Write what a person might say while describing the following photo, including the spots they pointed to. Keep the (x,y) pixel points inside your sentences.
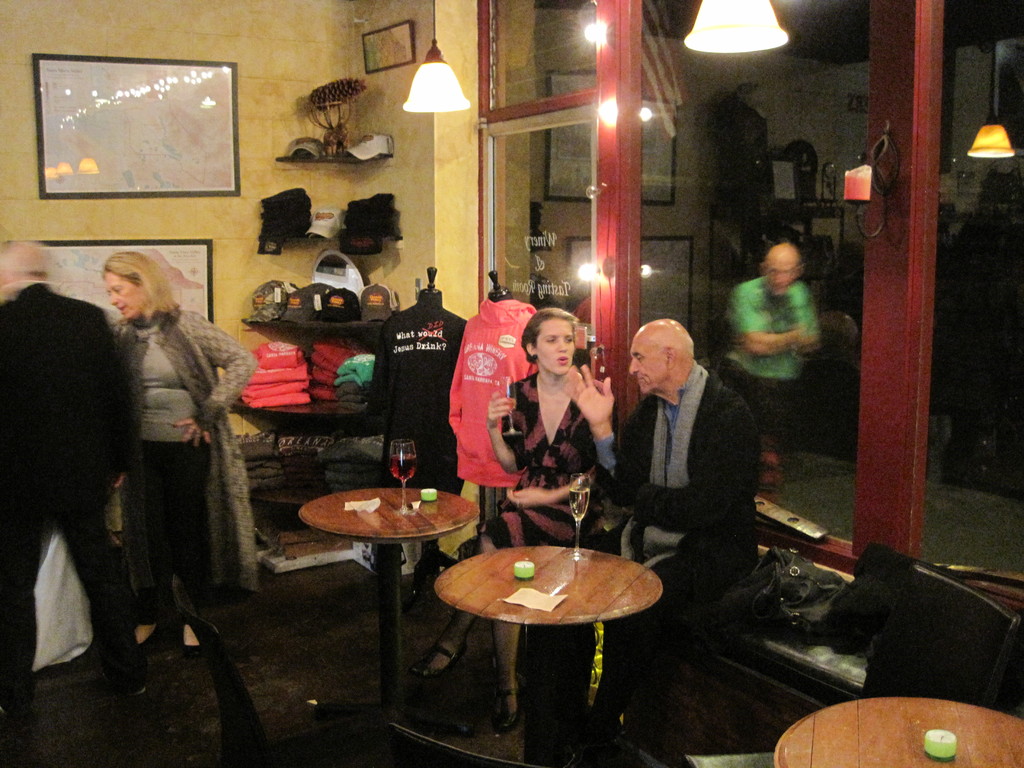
In the left bottom of the image (235,517), there are two persons (242,459) standing and talking. In the right middle of the image (684,388), there are two person (688,408) sitting on the chair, in front of the table (544,583) and talking. Behind that there is a person (793,286) walking. In the left side (224,28) there is a wall (266,29) which is yellow in color on which maps (214,121) are attached. Below to that there is a rack (279,492) on which clothes (370,483) are kept. Next to that the lamp (440,107) is there which is hanged to the ceiling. In the right side of the image (739,212), there is a window (588,190) of glass (577,198). It seems as if the image is taken inside a shop (494,344).
